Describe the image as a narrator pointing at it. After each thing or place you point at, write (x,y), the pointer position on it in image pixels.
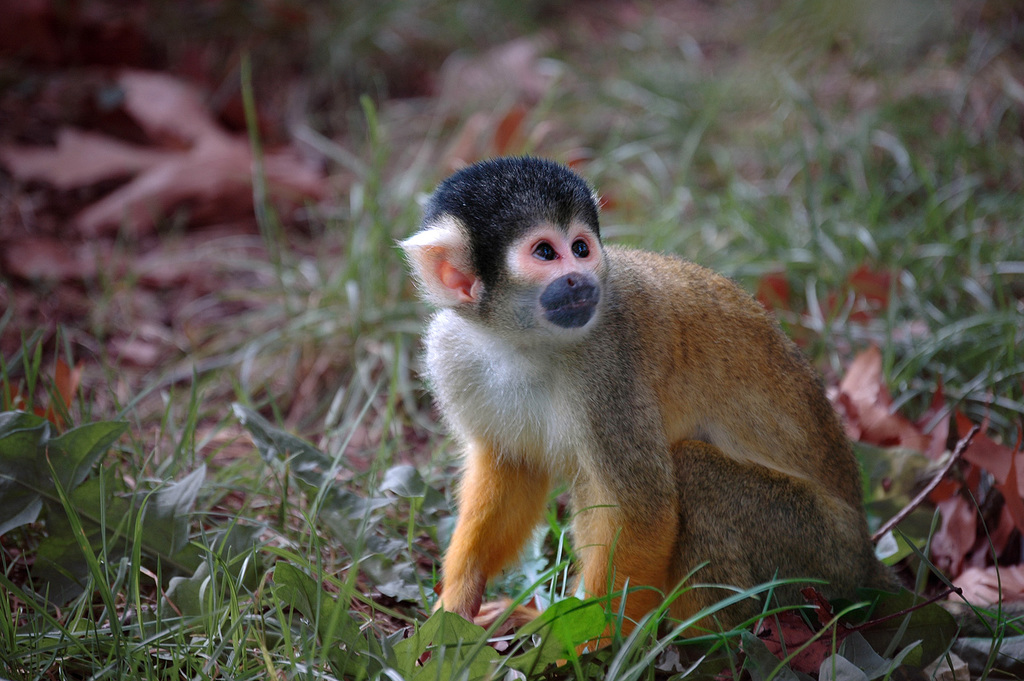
In this image in the front (255,439) there are small plants (122,494) and there's grass (662,640) on the ground (570,680). In the center (663,405) there is a monkey (680,434) and in the background (605,151) there is grass (584,138).
